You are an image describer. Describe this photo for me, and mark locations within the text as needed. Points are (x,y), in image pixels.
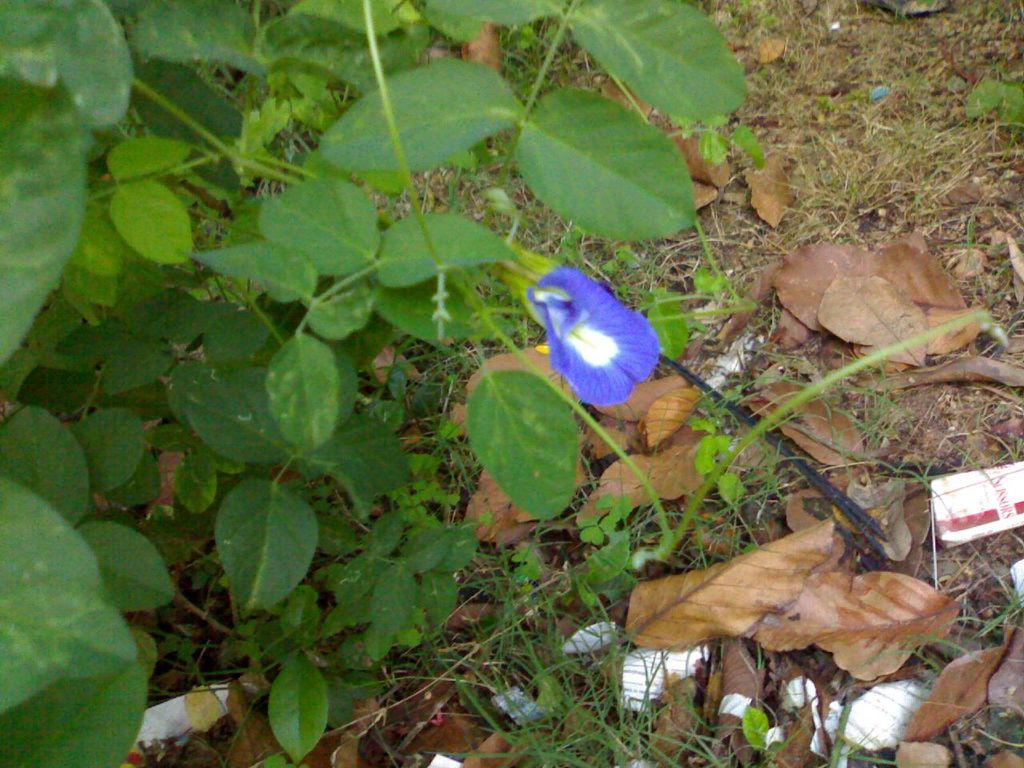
In this image we can see some plants (396,295) to which a brinjal color flower (643,330) is grown and at the bottom of the image (697,624) there are some dry leaves (637,437).
